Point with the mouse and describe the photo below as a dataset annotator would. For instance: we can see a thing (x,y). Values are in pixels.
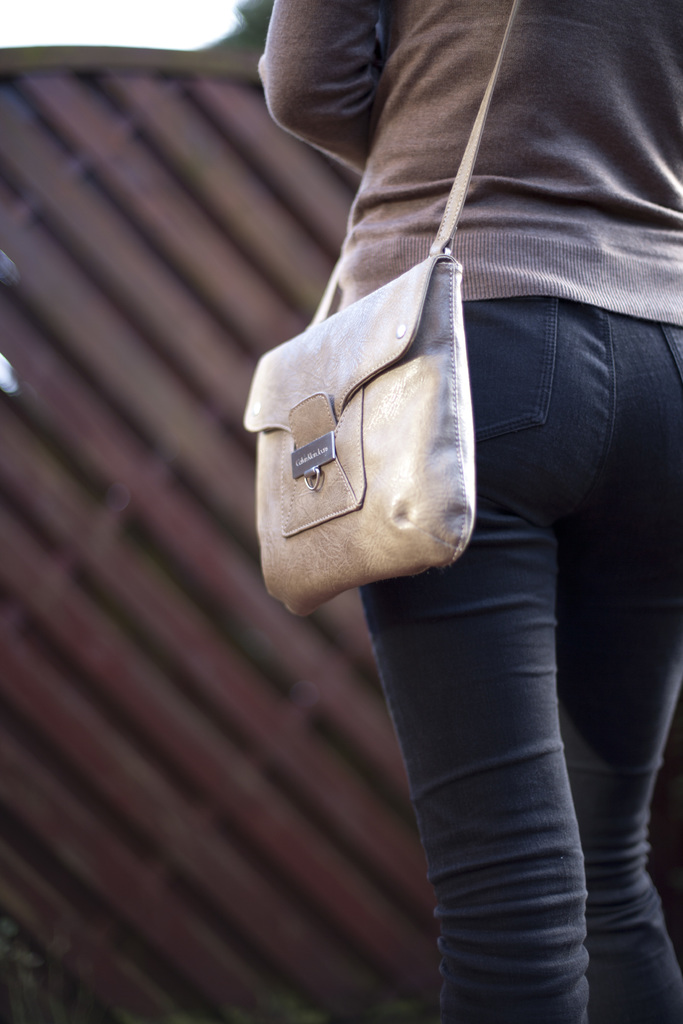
In this image I can see a person (443,607) wearing the bag (361,420). In front of her there is a sky (79,32) and something else.
